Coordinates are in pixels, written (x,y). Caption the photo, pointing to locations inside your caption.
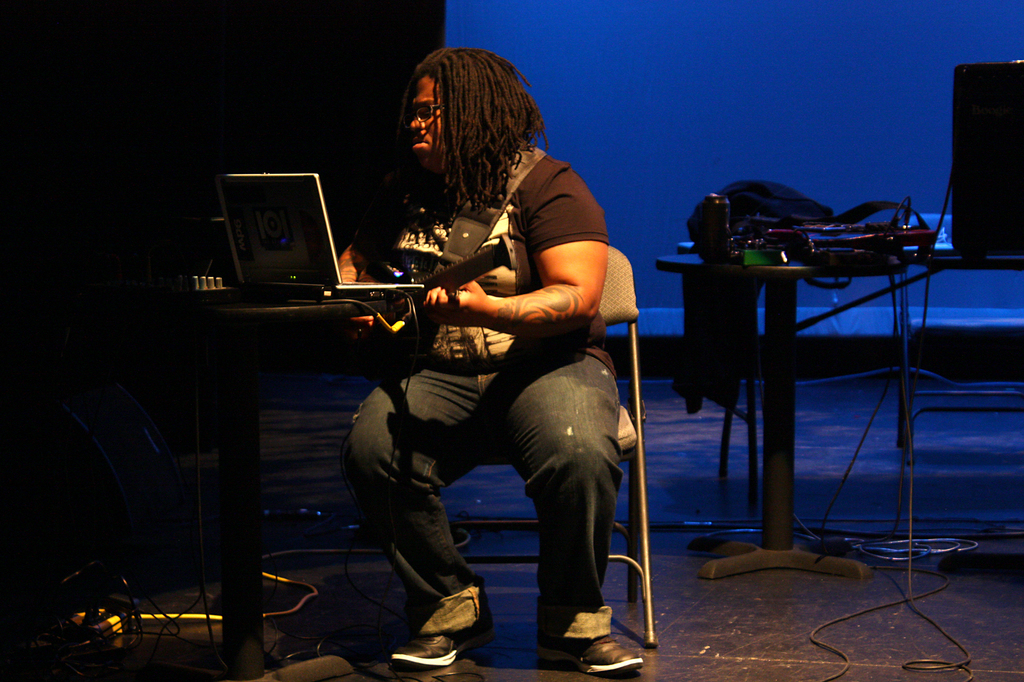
In this image there is a person (612,392) sitting on the chair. In front of him there is a table (240,666). On top of it there is a laptop (272,270) and a few other objects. Behind him there is another table (696,261). On top of it there is a bag (797,209) and a few other objects (844,240). At the bottom of the image (904,597) there are wires (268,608) on the floor (807,596). In the background of the image (755,162) there is a banner (746,74).
